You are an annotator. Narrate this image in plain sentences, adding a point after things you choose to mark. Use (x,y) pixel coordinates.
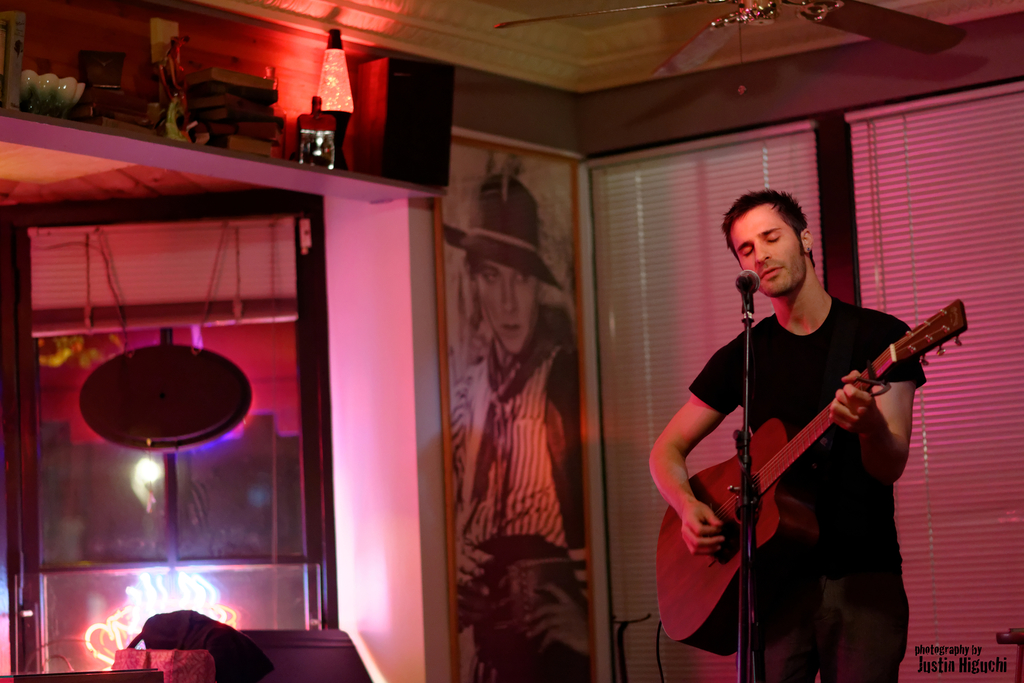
In this picture one man (853,448) is standing and he is playing a guitar (779,443) and singing a song with the help of microphone (751,280) back side there is a window (862,280).
